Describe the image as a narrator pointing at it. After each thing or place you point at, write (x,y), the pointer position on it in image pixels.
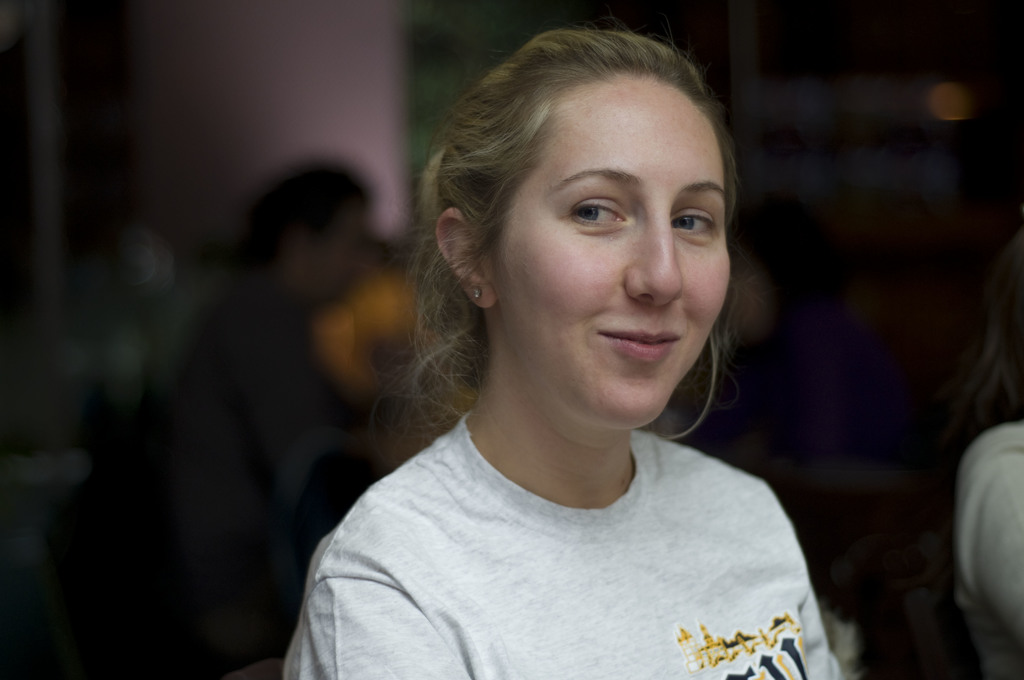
In this image in the foreground (590,290) there is one woman (627,347) who is smiling, and in the background (820,405) there are some persons (752,322) and there is a blurry background (156,120).
